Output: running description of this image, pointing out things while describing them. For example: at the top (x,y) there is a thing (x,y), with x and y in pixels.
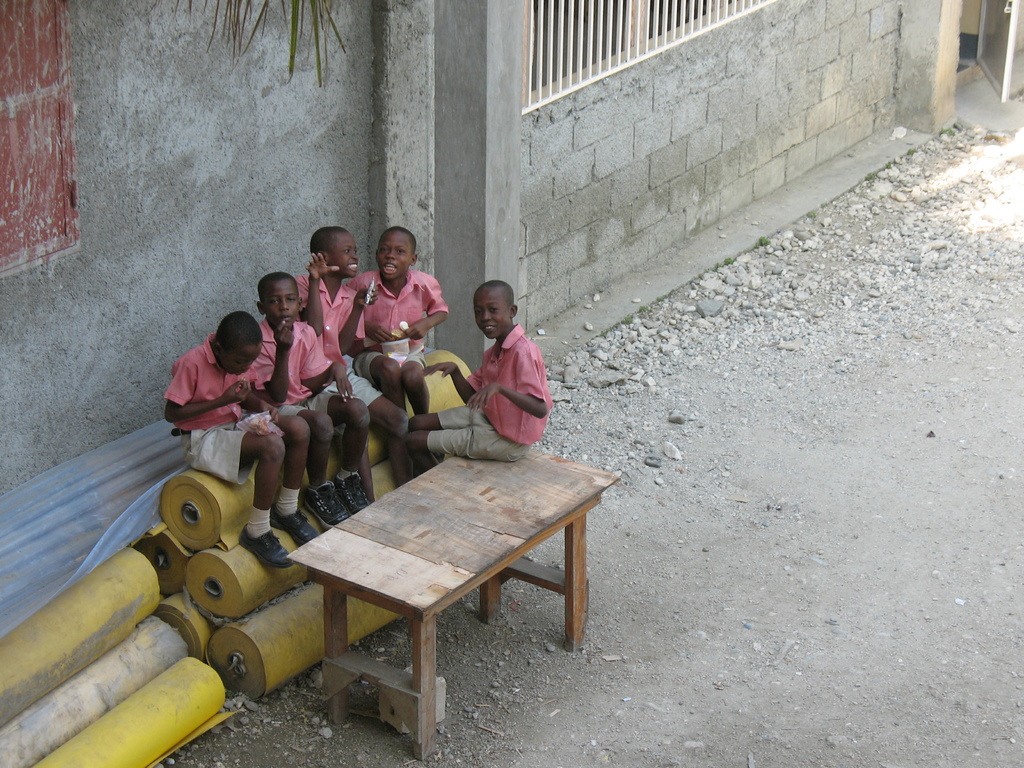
The image looks like it is clicked outside. There are five people (450,437) in this image. All are wearing pink shirts (525,343) and white shorts (215,450). In the front (443,588), there is a wooden table (418,607). In the background (189,96) there is a wall (523,141), window (42,149).
